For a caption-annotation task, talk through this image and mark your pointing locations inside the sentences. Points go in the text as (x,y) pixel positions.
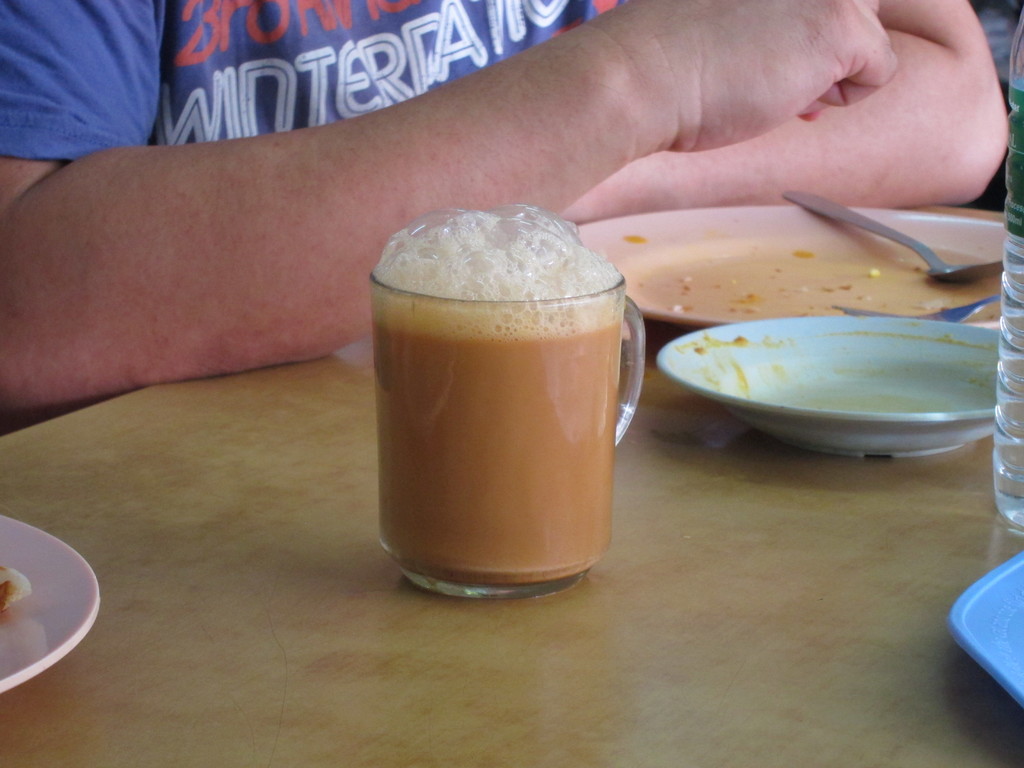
In this image I can see tea (533,332) in a cup (582,374). I can see plates (849,376), spoons (922,244), bottle (1020,160) on the brown color table (771,558). Back I can see a person (223,76).
